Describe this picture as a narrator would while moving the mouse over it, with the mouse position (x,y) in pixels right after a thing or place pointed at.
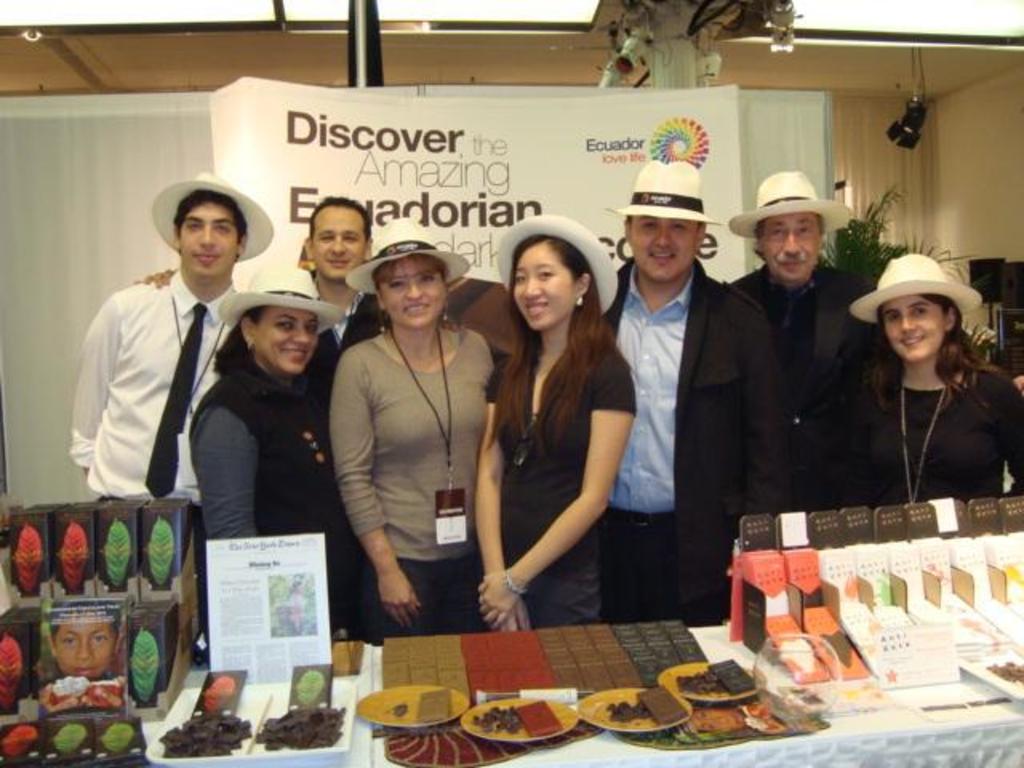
In this picture there are people (579,252) standing and smiling and we can see plates (259,692), board (302,664) and objects (122,667) on the table (870,712). In the background of the image (399,70) we can see banner (368,193), curtains (81,161), wall (786,141), lights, leaves (846,234) and objects (637,43).
